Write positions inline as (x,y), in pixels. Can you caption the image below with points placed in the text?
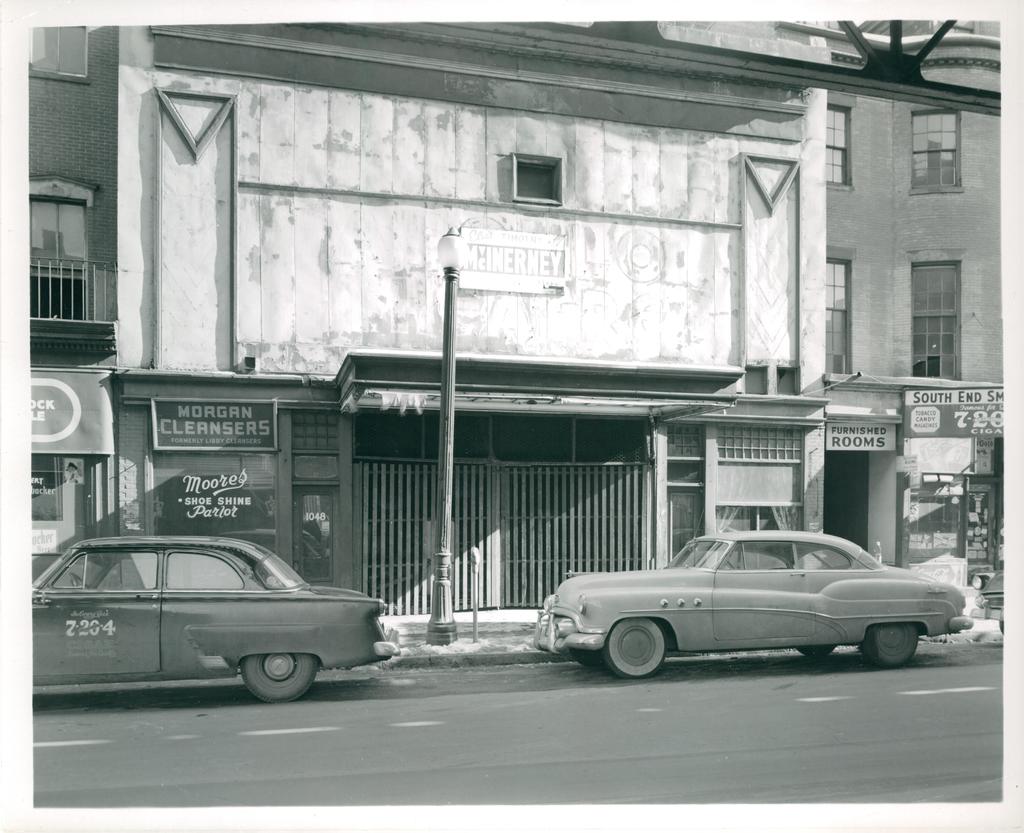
In this black and white image I can see a building (264,218) with some boards (257,407). I can see other buildings (887,155) behind. I can see cars (142,545) parked on the road (452,671). I can see a light pole (449,631) in the center of the image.
